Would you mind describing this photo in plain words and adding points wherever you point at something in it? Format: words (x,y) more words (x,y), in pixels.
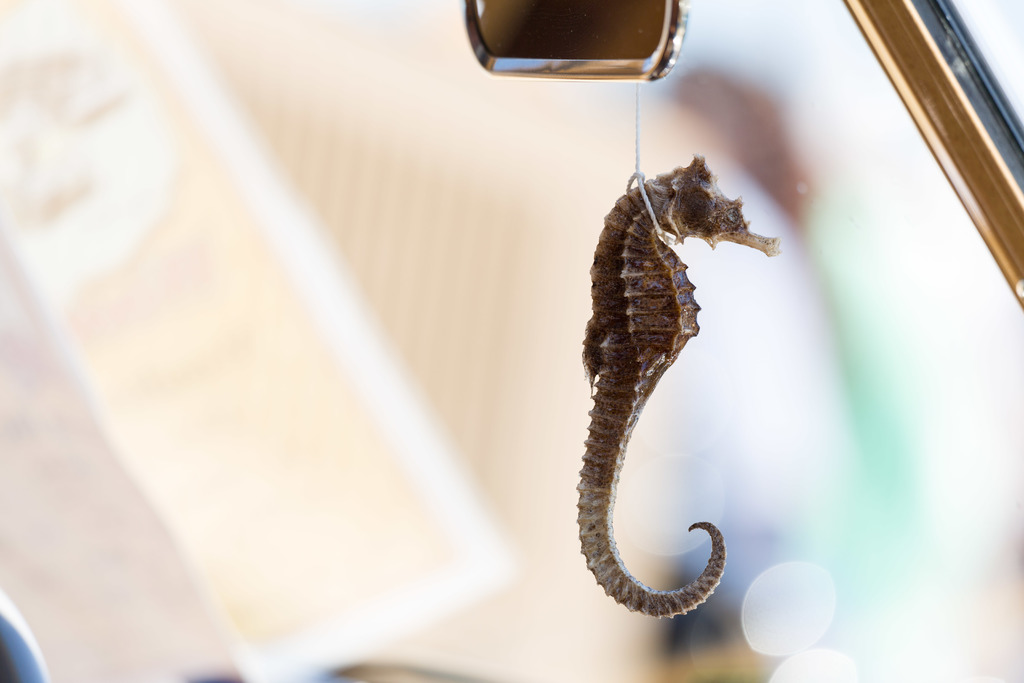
In this picture we can observe a dried seahorse (720,575). The seahorse (692,232) is a water horse (632,320) which was hanged in the vehicle (591,23). We can observe a mirror (563,23). In the background (378,288) it is completely blur.
